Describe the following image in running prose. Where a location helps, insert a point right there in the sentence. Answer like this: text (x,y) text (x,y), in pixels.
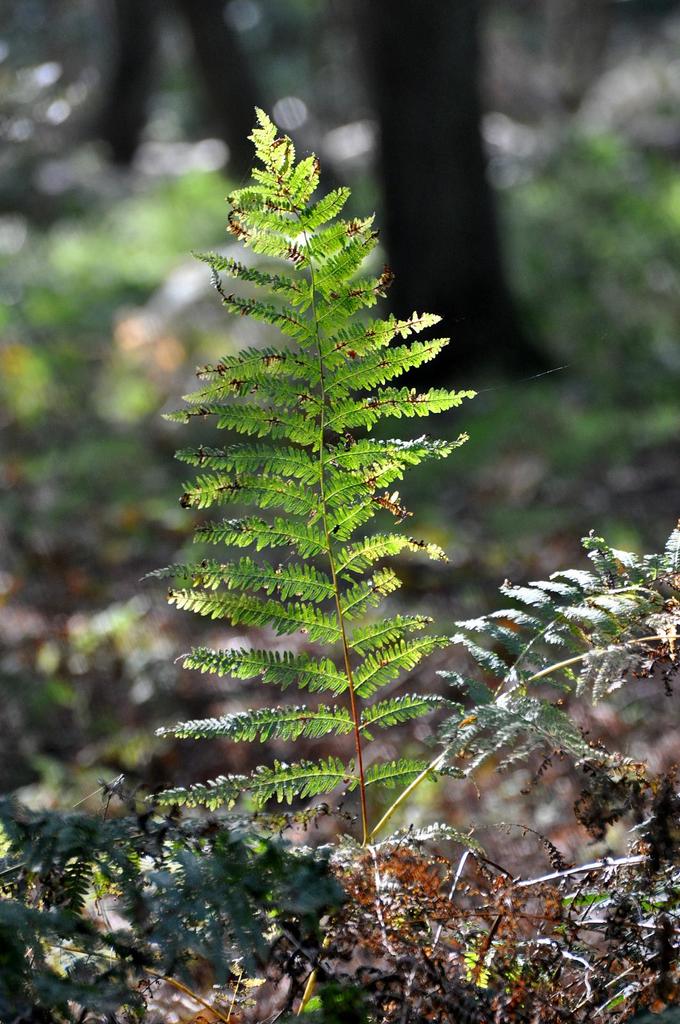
In this image I can see a plant (296,393) which is in green color.
